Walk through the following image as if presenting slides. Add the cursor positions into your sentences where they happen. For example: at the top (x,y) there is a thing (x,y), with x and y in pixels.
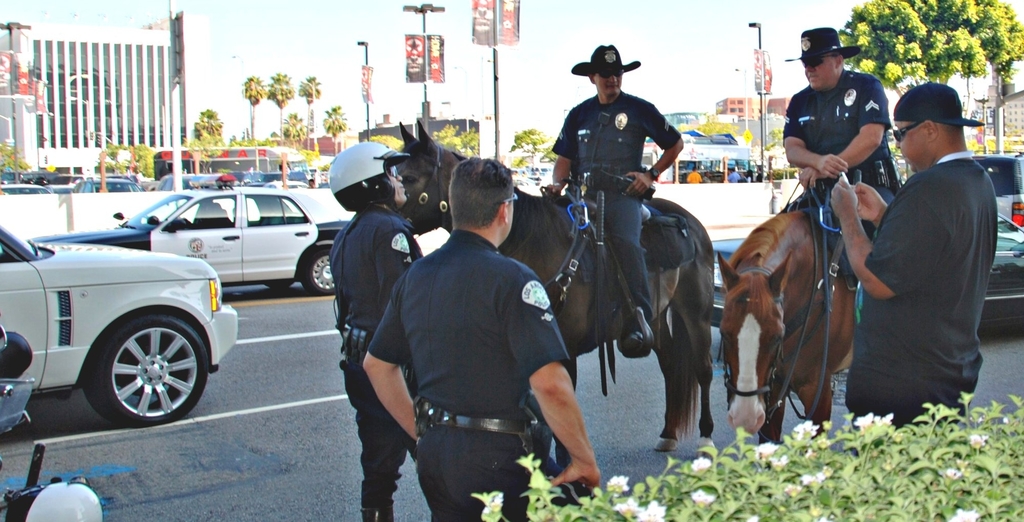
3 people (385,264) are standing on the road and 2 people (618,147) are sitting on the horse (802,271). behind them there are cars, trees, buildings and poles (425,77).
